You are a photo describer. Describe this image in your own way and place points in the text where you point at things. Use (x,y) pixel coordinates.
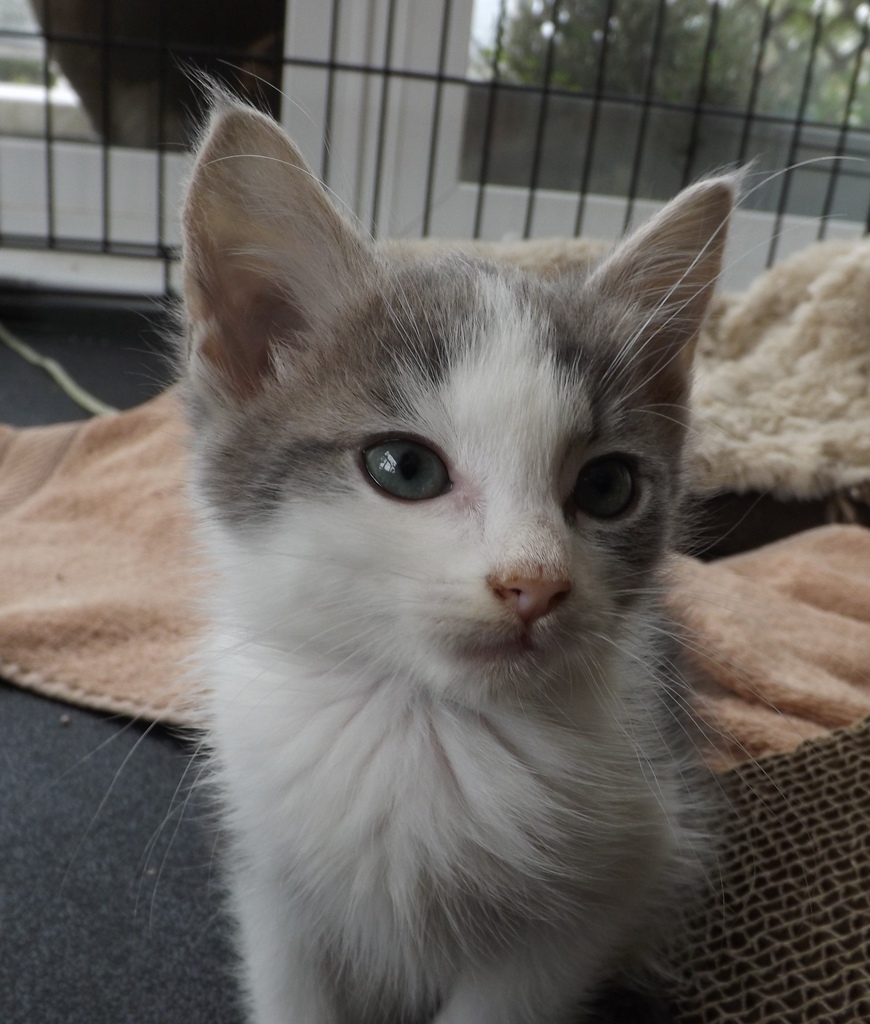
In this image at front (272,505) there is a cat (375,479). Behind her there are mats (757,702). At the back side (369,116) there is a window (520,121). In front of the window (76,119) metal fencing (542,147) was done. At the background (691,75) there are trees (751,50).
